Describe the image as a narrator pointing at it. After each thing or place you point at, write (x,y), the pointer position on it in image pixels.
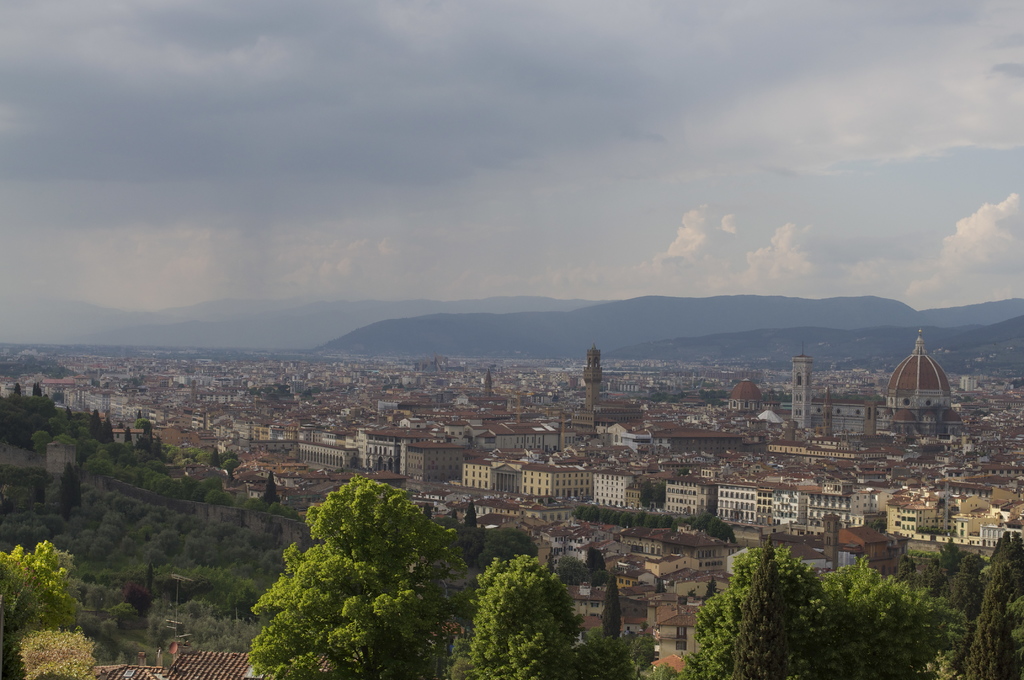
In the picture we can see an aerial view of the city (1021,435) with trees (592,648), plants (456,661), houses (676,612), buildings (194,378), palaces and in the background (505,352) we can see a hill (342,352) and a sky (512,264) with clouds (516,208).
